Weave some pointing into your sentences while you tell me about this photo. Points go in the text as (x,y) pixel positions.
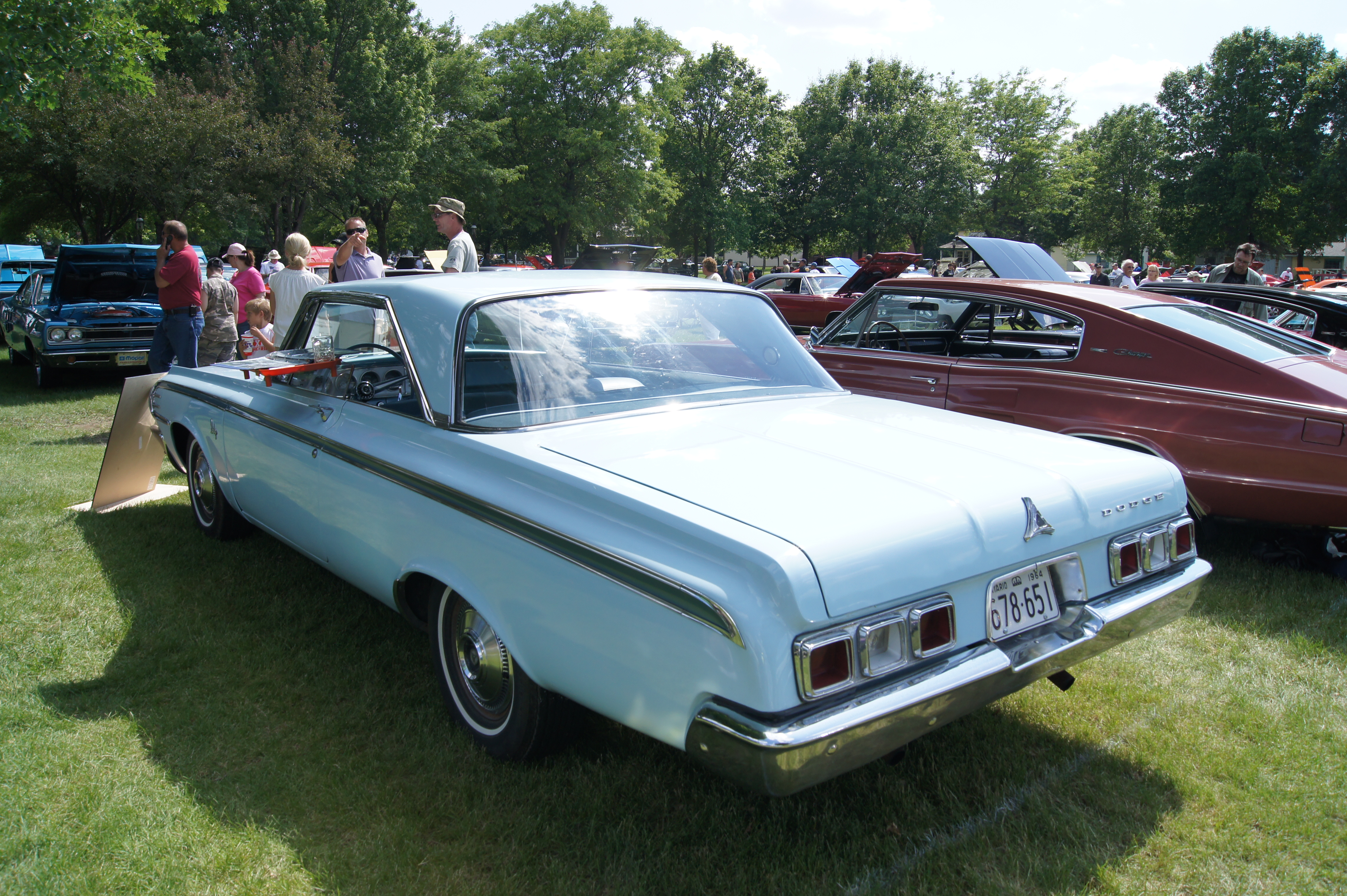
In the picture I can see the cars (537,282) of different colors. I can see the bonnet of few cars (98,311) are opened. In the picture I can see a few persons (1239,256). In the background (1149,191), I can see the trees (1179,204). I can see two men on the left side (441,198) and looks like they are having a conversation. There is a man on the left side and he is speaking on a mobile phone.
